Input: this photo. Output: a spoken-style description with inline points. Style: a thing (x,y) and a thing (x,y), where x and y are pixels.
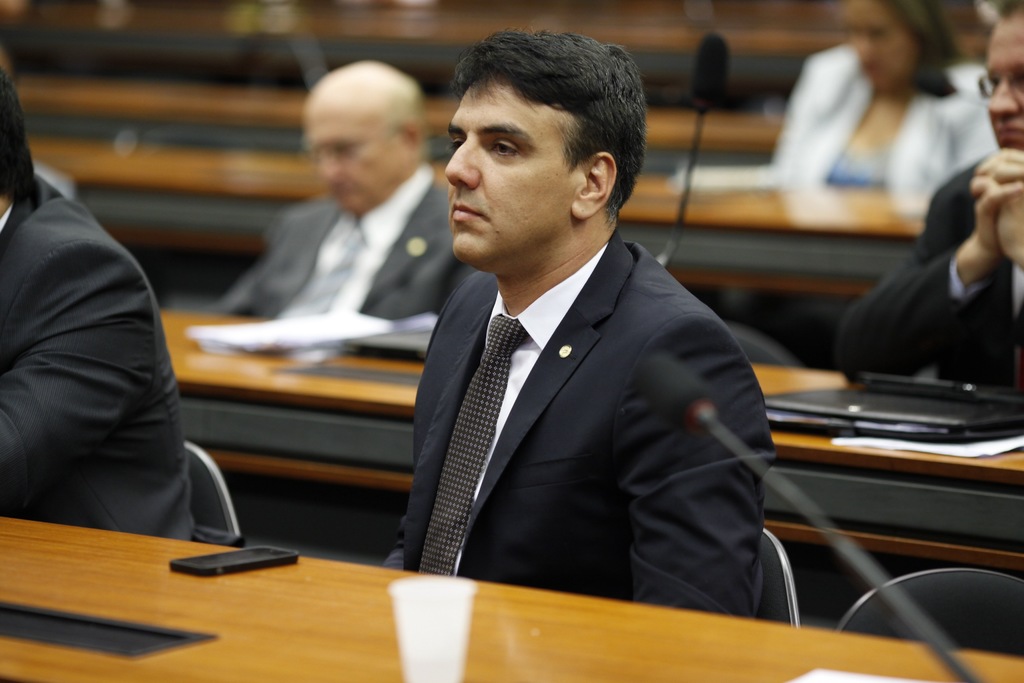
In this picture I can see there is a man (643,144) sitting and he is wearing a blazer (569,409), shirt (524,345) and tie (483,379). There is a person (47,337) sitting at left (65,430) and there are few more people (941,330) sitting in the backdrop (961,357) and there are few tables (255,581) and there are few objects (209,560) and microphones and files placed on the table (483,597).
